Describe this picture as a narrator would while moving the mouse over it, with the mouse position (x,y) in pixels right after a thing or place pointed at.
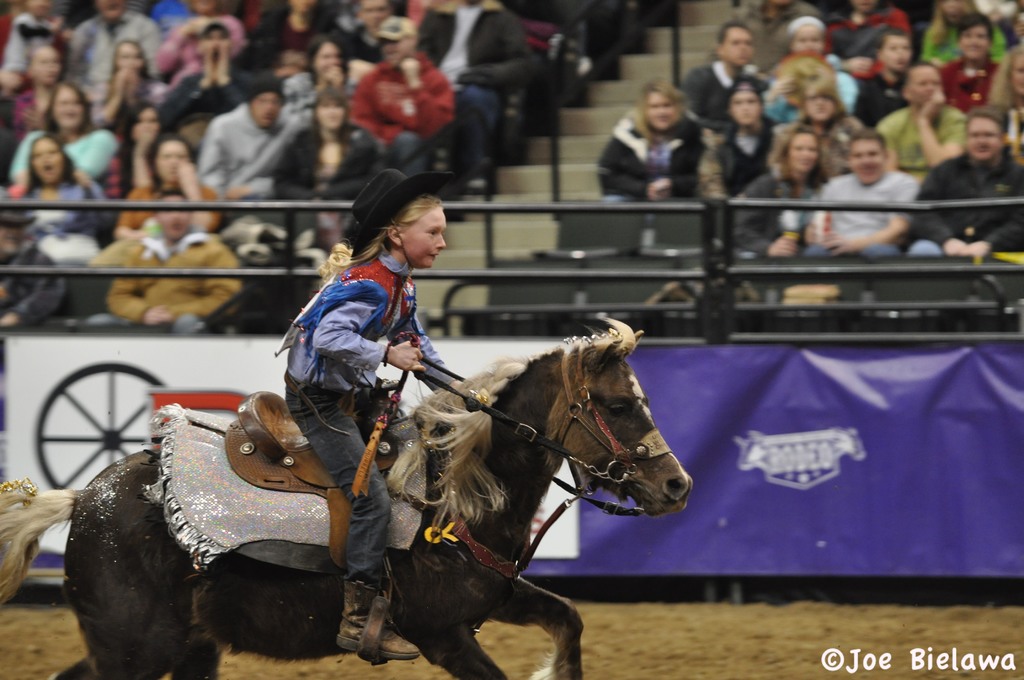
Group of people (697,134) sitting on the chair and this person (346,346) riding on horse (499,385) and wear hat (378,197). We can see steps (533,235), rods (708,229), banner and sand (813,617).
